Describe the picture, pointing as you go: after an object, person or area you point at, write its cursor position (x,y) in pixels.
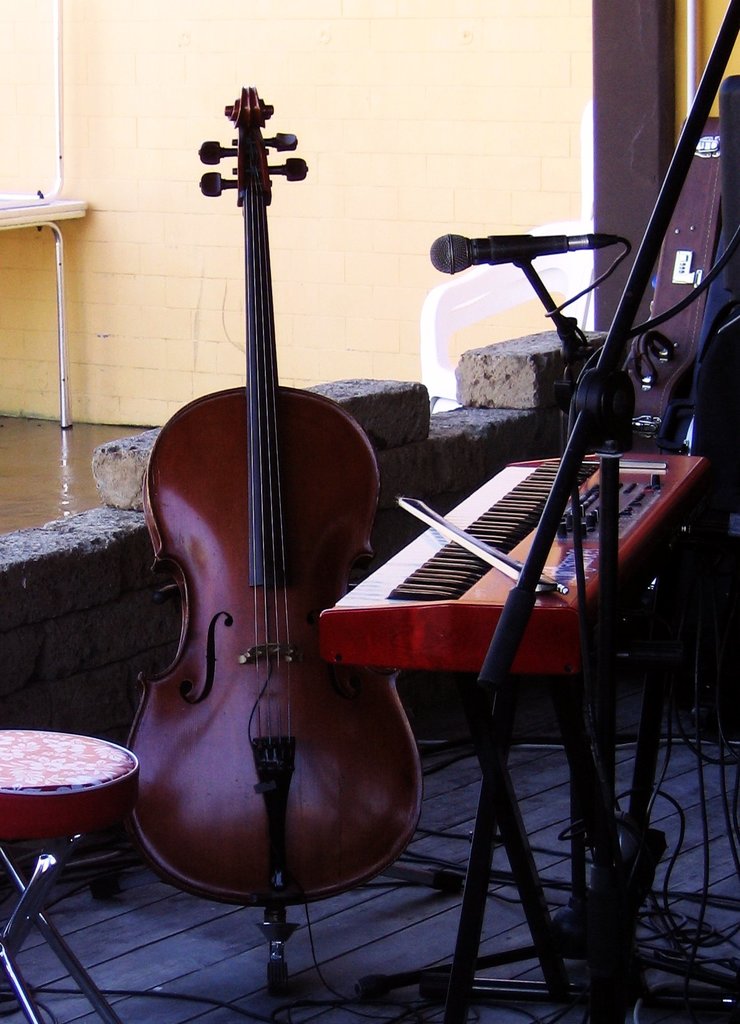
In this image I can see few musical instruments (252,689), stool (50,866), wires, stands (566,335), mic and the cream color wall (190,195).
